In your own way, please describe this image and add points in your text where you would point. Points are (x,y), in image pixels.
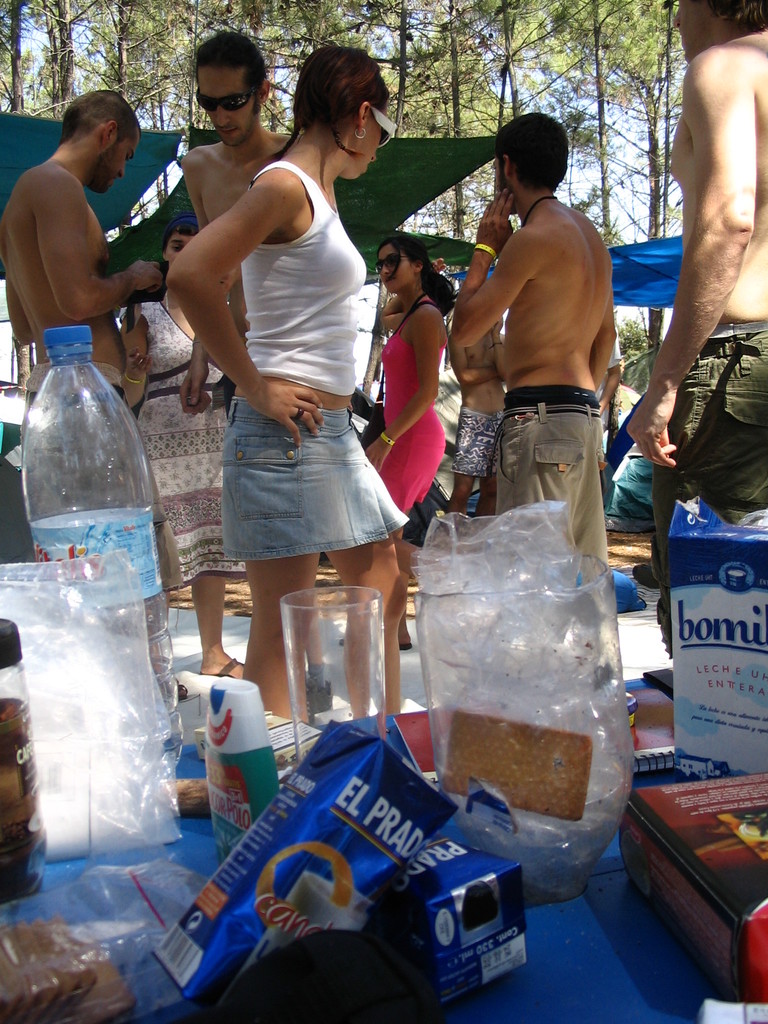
There are few people (175,364) here standing on the ground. In front of them there is a water bottle (74,417), glasses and food items (373,777). Behind him there are trees (654,208), sky (86,38) and tents (620,258).
